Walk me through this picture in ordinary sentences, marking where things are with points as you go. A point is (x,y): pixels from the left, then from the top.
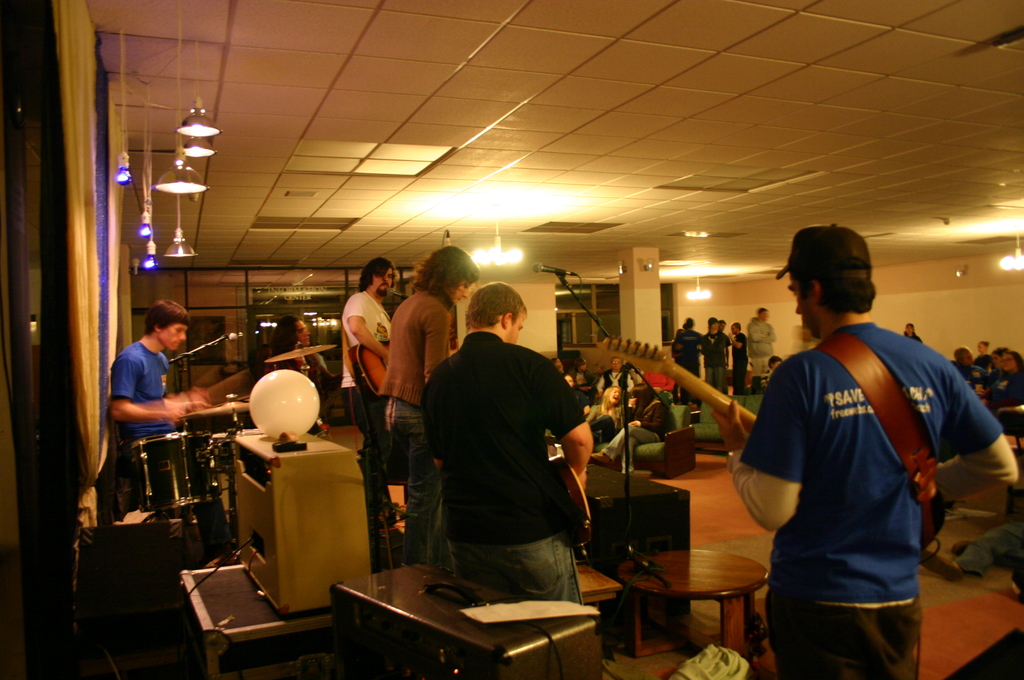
in this image on the right side (999,387) some people (997,368) are sitting on the chair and in the left side (135,365) one person (182,409) is playing the drum (163,470) and on the middle (651,409) some people (578,399) are sitting on the chair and some people (555,372) are playing the instruments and some tables (693,584), light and lamps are also there in the floor (719,546) and the back ground is a light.
